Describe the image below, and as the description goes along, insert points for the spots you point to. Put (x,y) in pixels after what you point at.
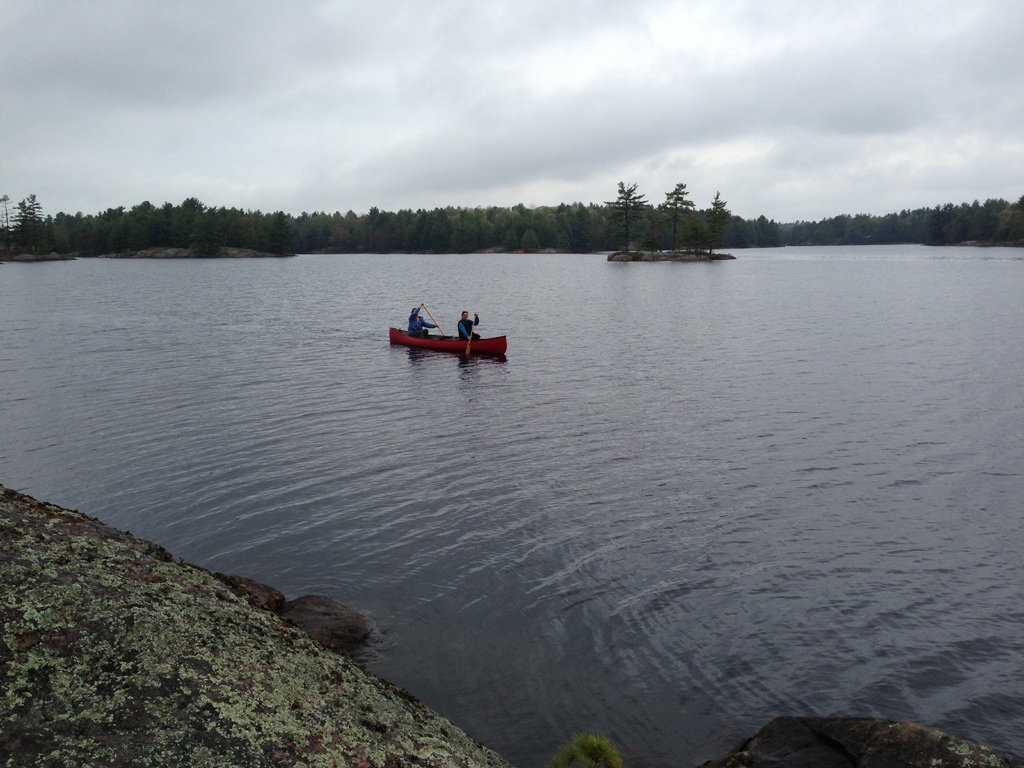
In this image I can see a boat (461,339) and two people (467,325) are sitting in the boat (439,336) and holding paddles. The boat (489,350) is on the water (702,488). I can see few trees (103,242) and few stones (14,602). The sky (436,162) is in white and grey color.
